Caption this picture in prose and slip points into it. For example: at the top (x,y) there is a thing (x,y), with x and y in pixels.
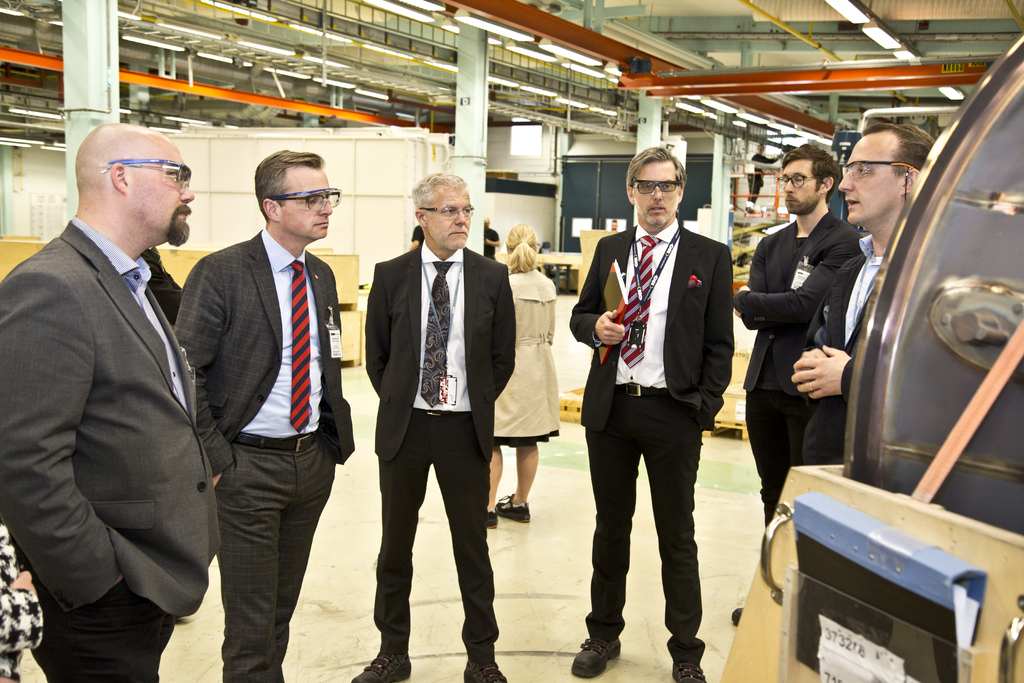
In this image, we can see a group of people (595,528) are standing and wearing glasses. Here a person (646,310) is holding a book (615,308). On the right side (968,284) and background (736,183), we can see few objects (963,402). Here we can see pillars (722,193) and people (524,233). Top of the image (411,61), we can see lights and rods (160,63).
